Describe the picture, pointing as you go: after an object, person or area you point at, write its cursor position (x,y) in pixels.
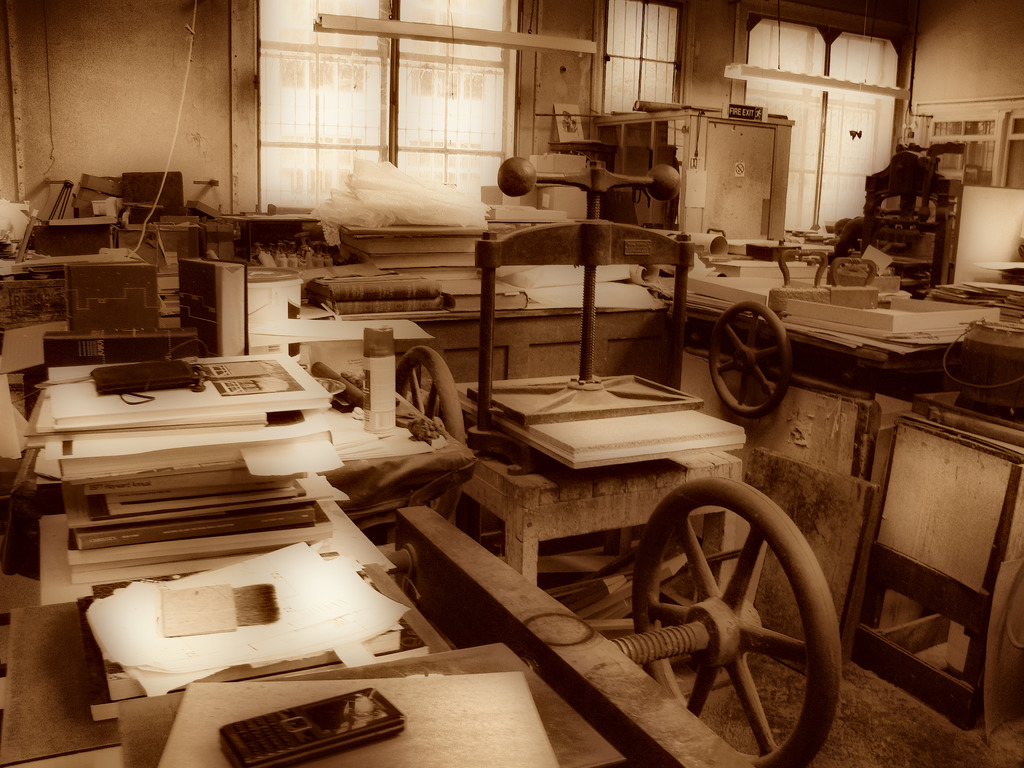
In this image I can see few machines (685,410), few wooden objects (654,477), papers (402,752), mobiles phone (342,734) and few objects (841,299) around. Back I can see the windows (351,111) and the wall (193,114).
